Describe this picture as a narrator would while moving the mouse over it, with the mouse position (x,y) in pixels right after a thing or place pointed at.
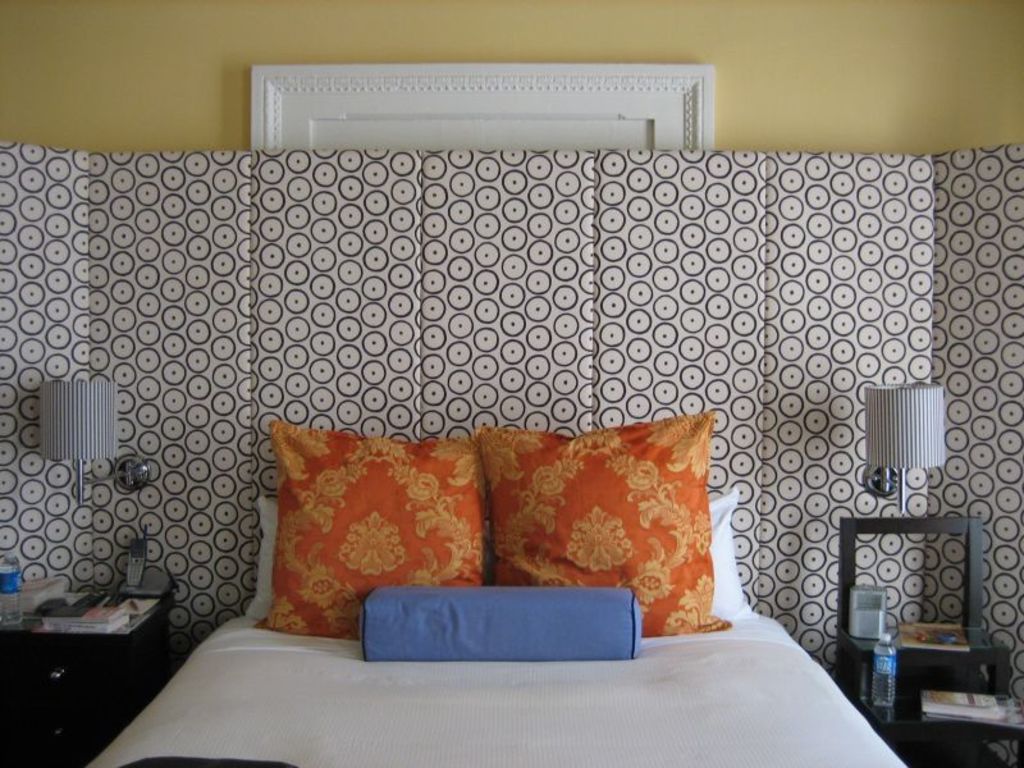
In this picture I can see the inside view of a room (561,391) and in the center of this picture (342,475) I can see the bed (597,711) on which there are cushions (269,574) and on the both sides of this picture I can see the tables (916,744), on which there are lamps (64,393), 2 bottles (873,652) and other things (915,641). In the background (276,331) I can see the wall (752,225) and a white color thing (461,146).
